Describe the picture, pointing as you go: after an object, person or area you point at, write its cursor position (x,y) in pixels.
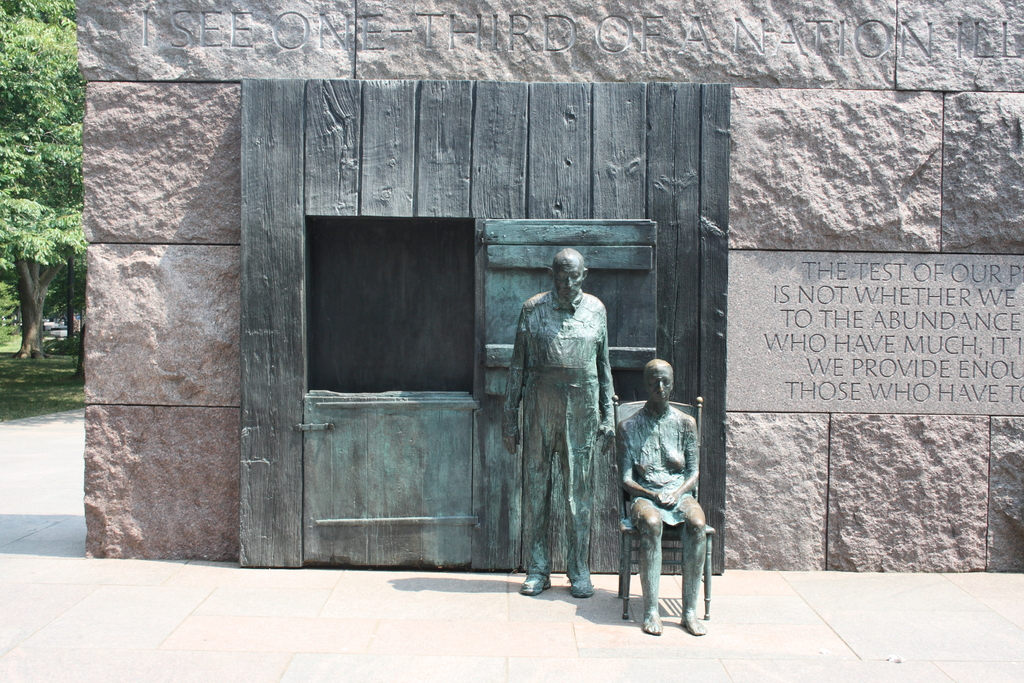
In this image in the center (547,333) there are two statues (556,349), and in the background (633,297) there is a wall (175,364) and a wooden board (380,397) and there is text (794,323) on the wall (757,311). And on the left side (36,130) there are trees (32,243) and grass (32,379), at the bottom (38,596) there is walkway (314,622).
